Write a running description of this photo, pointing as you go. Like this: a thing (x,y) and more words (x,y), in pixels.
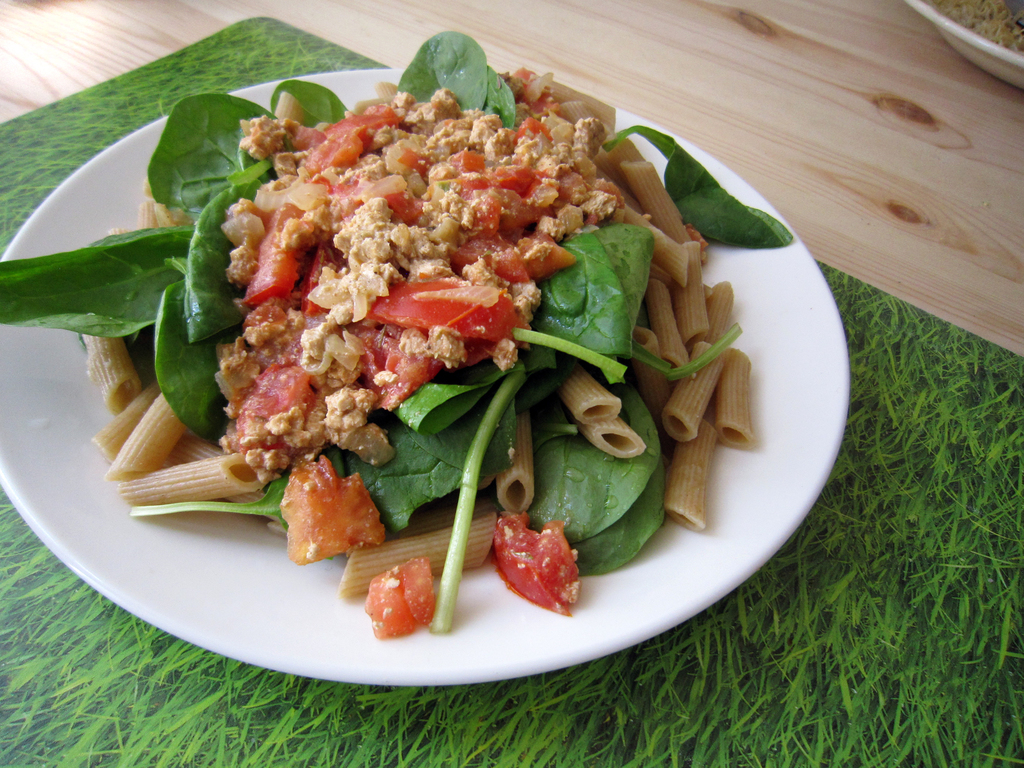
In this picture there are food items (281,231) on the plates (751,554). There are plates (1000,69) and there is a board (1008,403) on the wooden table (895,245).
